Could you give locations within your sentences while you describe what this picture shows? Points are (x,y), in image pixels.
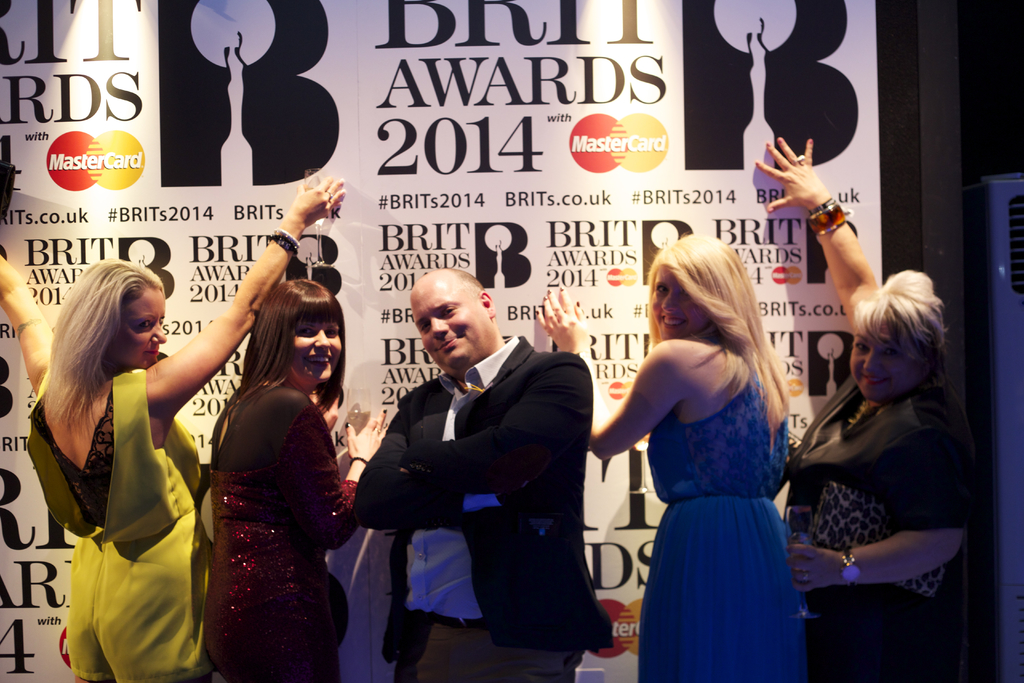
In the center of the image (668,255) there are persons (118,633) standing. In the background of the image (190,233) there is wall (914,64).
